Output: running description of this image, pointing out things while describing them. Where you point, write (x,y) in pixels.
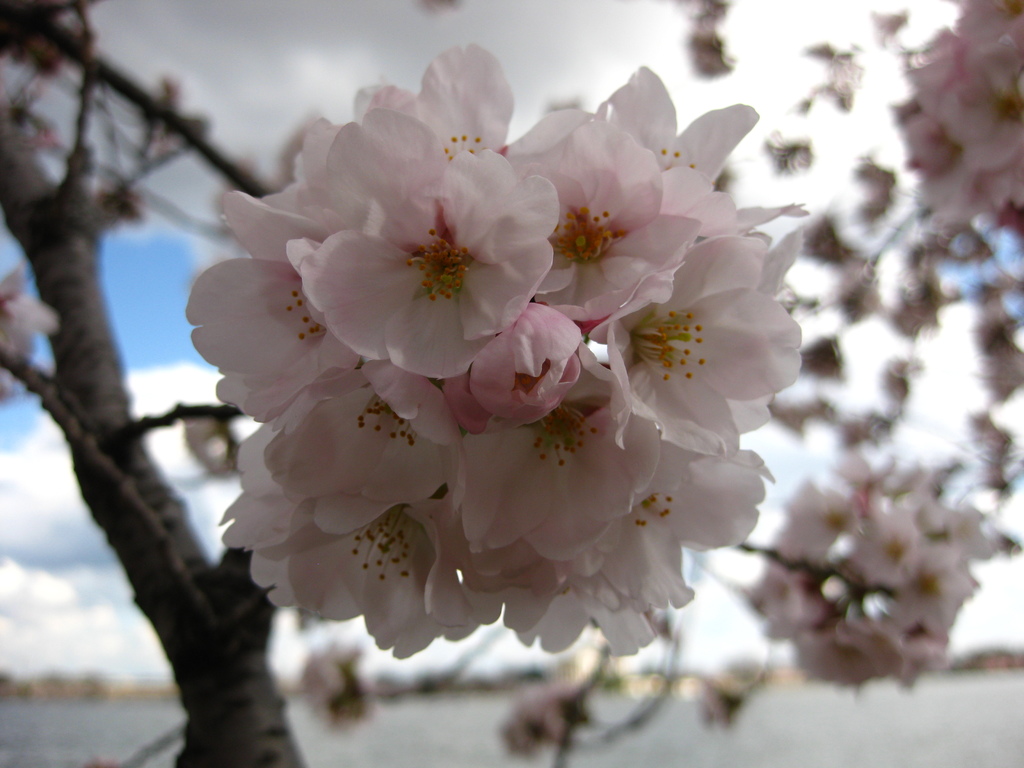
This image is taken outdoors. At the top of the image (315,49) there is the sky (593,44) with clouds (781,121). At the bottom of the image (798,728) there is water (604,745). In the middle of the image (368,399) there is a tree (204,624) with stems (179,550), branches (140,499) and beautiful flowers (504,502) which are pink in color.
